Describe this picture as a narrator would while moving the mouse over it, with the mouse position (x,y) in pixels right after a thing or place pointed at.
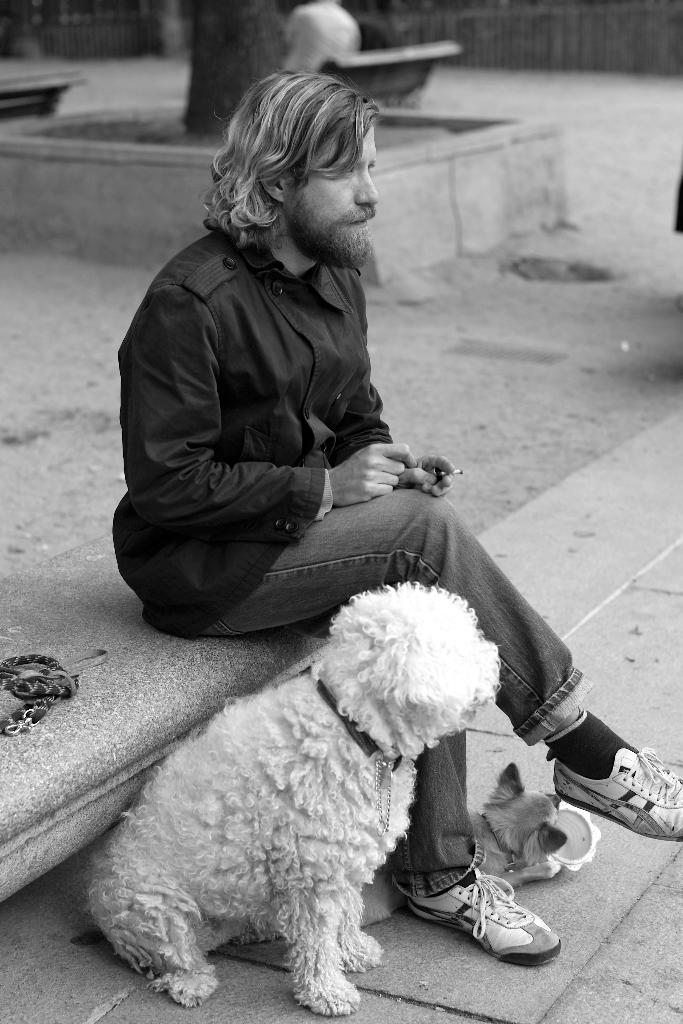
This is a black and white image. There is a person (205,299) sitting in the middle (312,611). There is a dog (291,829) in front of him. It has a belt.
